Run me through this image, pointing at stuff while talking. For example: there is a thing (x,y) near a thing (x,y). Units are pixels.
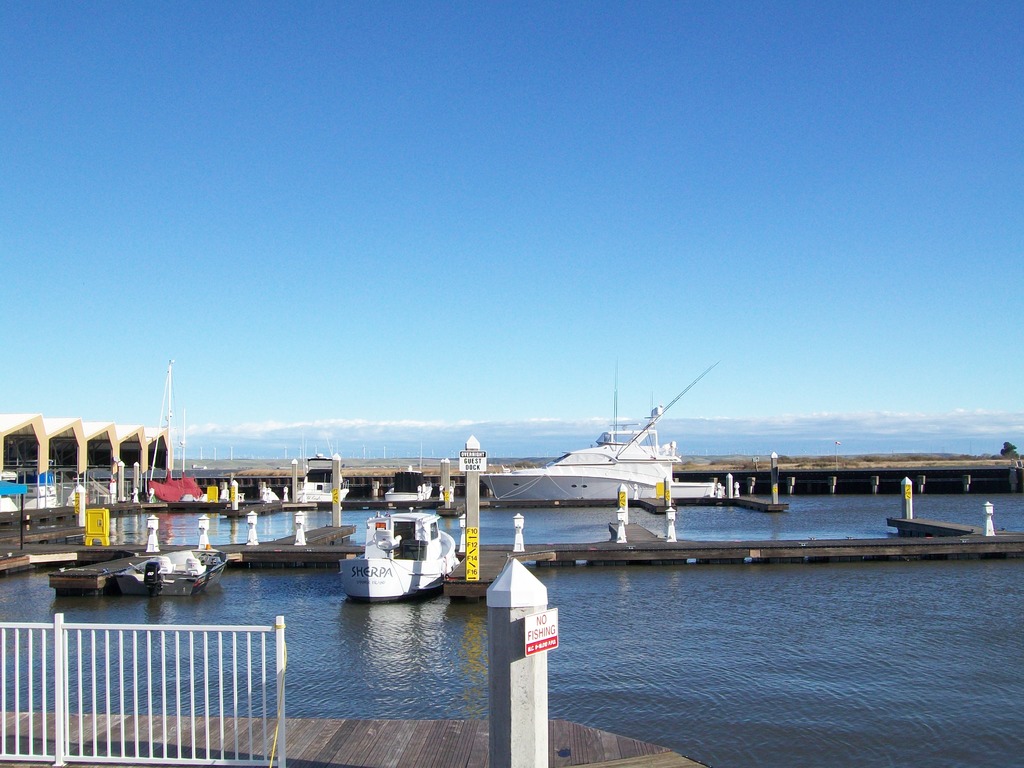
In this picture I can see few boats (420,556) in the water (267,641) and I can see docks (602,545) and a building (66,469) on the left side (62,455) and I can see a pole (167,454) and I can see a metal fence (79,627) and a board (525,641) with some text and I can see a blue sky (620,266).
